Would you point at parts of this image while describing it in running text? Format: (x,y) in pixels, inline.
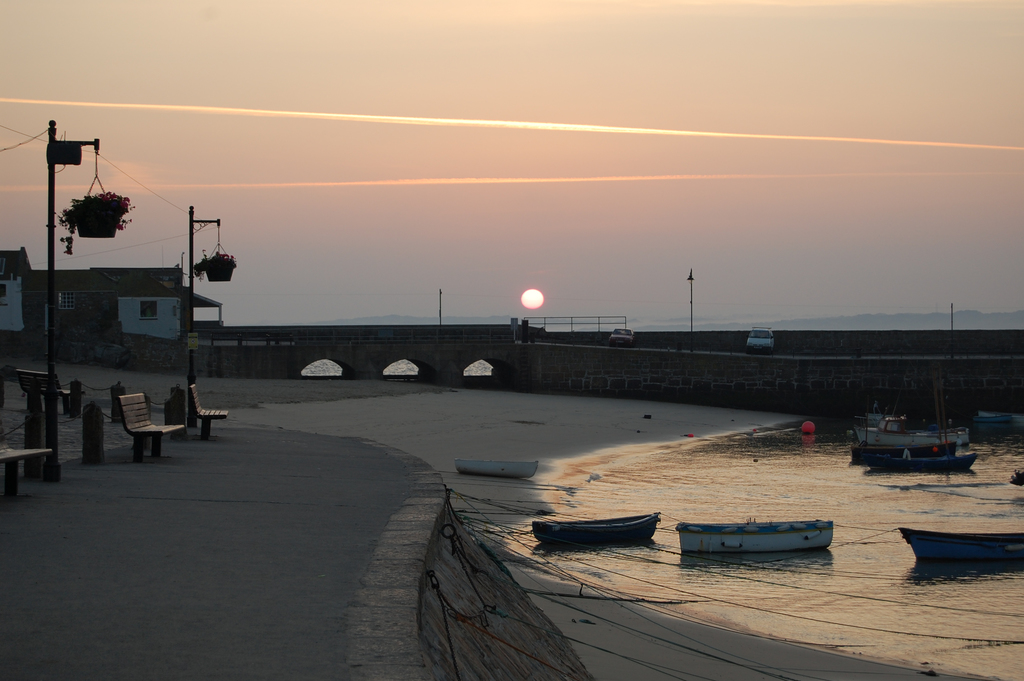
In this image I see the path (90,497) and I see few boats (884,417) over here and I see the water (810,496) and I see few benches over here and I see the poles (191,413) and I see 2 cars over here and I see a building (187,308) over here and I see the sky (278,242) in the background (807,181) and I see the sun (536,300) over here.
